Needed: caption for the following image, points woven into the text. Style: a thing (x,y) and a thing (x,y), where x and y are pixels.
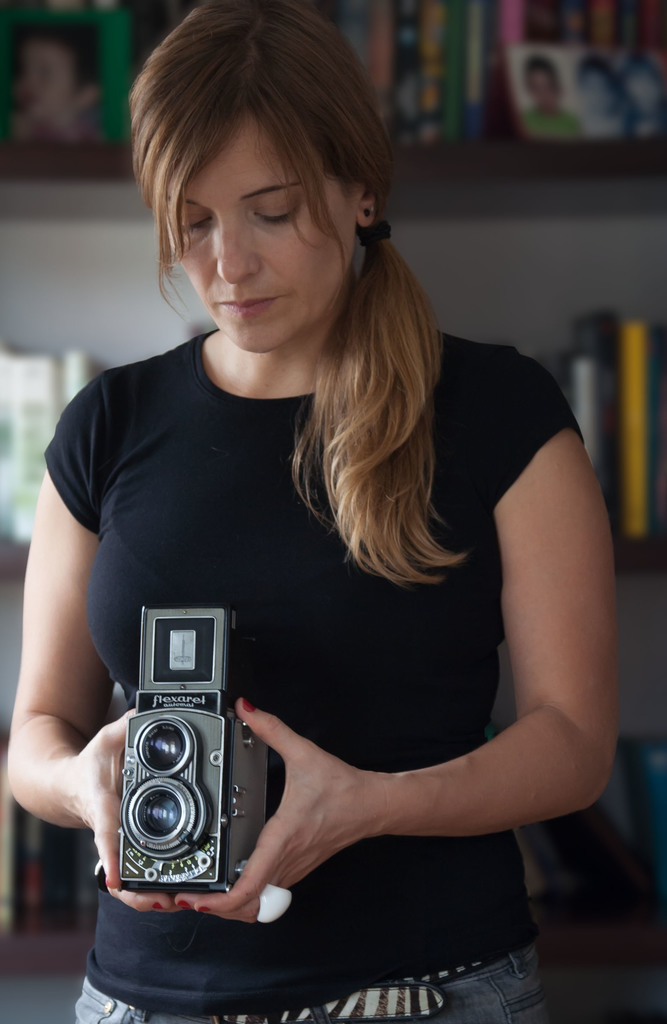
On the background (611,163) we can see frames (50,28) and books (400,28) arranged in a rack (589,156). We can see a woman (186,561) wearing black colour shirt (285,592) and she is holding a camera (139,809) in her hands (267,836).
